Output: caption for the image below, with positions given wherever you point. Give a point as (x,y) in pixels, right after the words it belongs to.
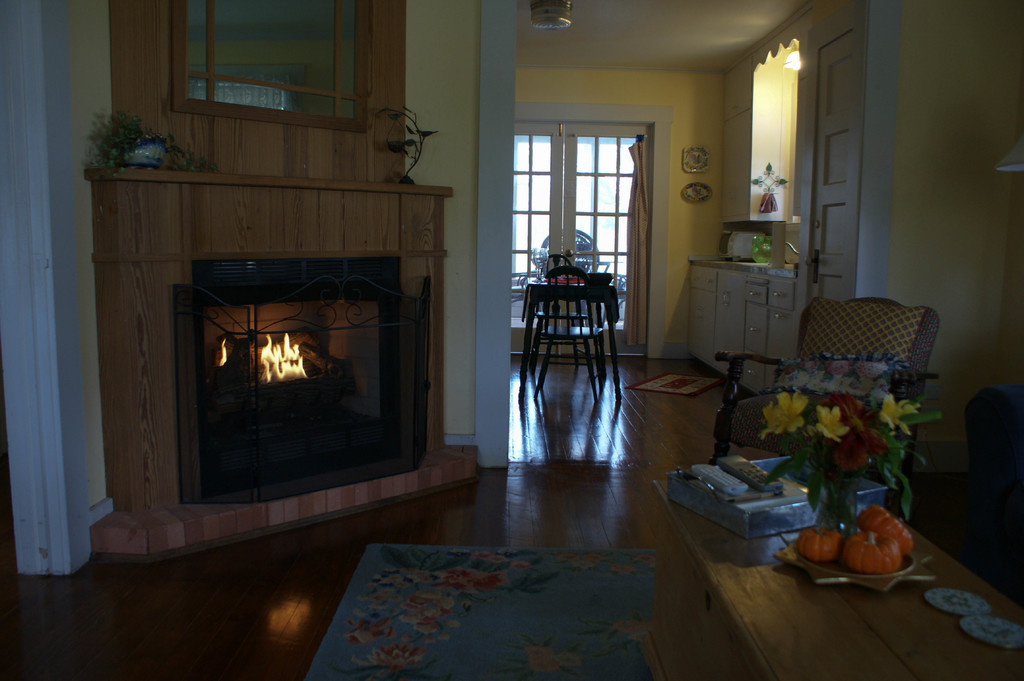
This picture is clicked inside the room (188,585). In the foreground (420,664) we can see the floor mat (393,618) and a wooden table (713,643) on the top of which a flower vase (844,448), platter (842,581) containing food items (853,551), box (746,512), remote (755,486) and some objects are placed. On the left (319,416) we can see the fire (290,360) in a fireplace (299,360) and we can see the potted plant (146,158) and an object (401,148). On the right (850,347) we can see a chair (882,331). In the background (677,206) we can see the wall (672,250), doors (588,201), curtain (646,208), some objects (692,189) hanging on the wall (666,93) and we can see the table (589,293), chairs (592,296), cabinet (734,300) containing some objects (751,238). At the top (701,47) there is a roof (638,46) and we can see light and some objects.
